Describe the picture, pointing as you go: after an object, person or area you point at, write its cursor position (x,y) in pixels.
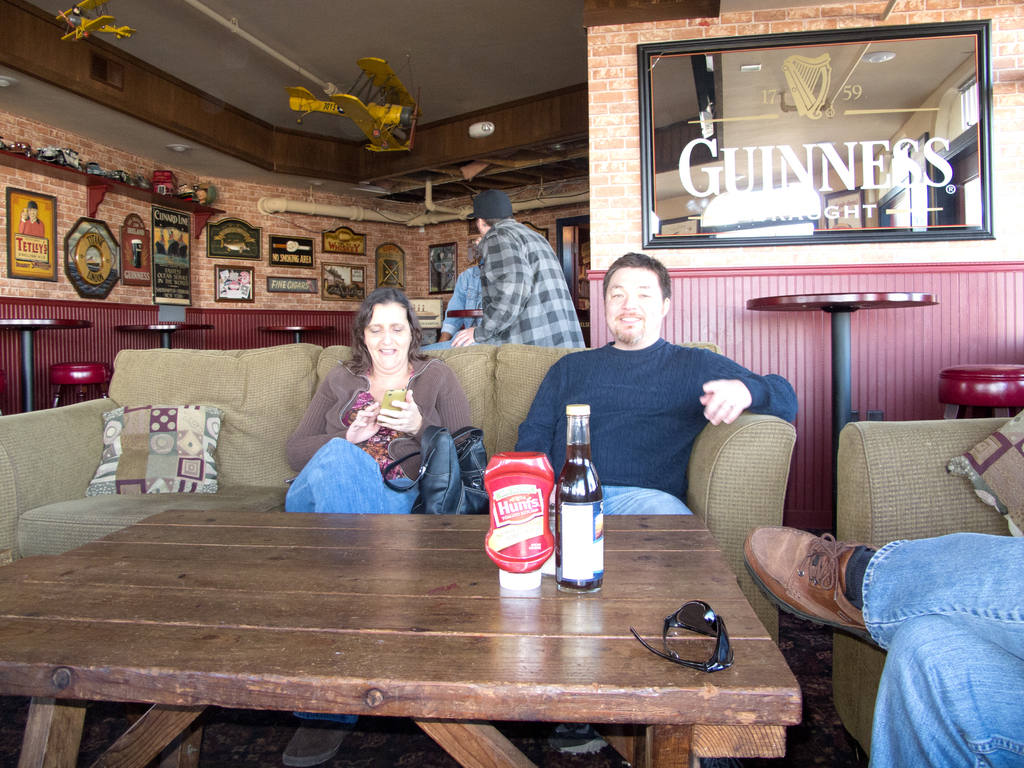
In this image I can see people (998,564) where few of them are sitting on sofas (940,521) and few are standing. I can also see few bottles (587,423) and sunglasses (693,626) on this table (317,638). In the background (219,223) I can see few frames (183,251) on this wall (267,222).
